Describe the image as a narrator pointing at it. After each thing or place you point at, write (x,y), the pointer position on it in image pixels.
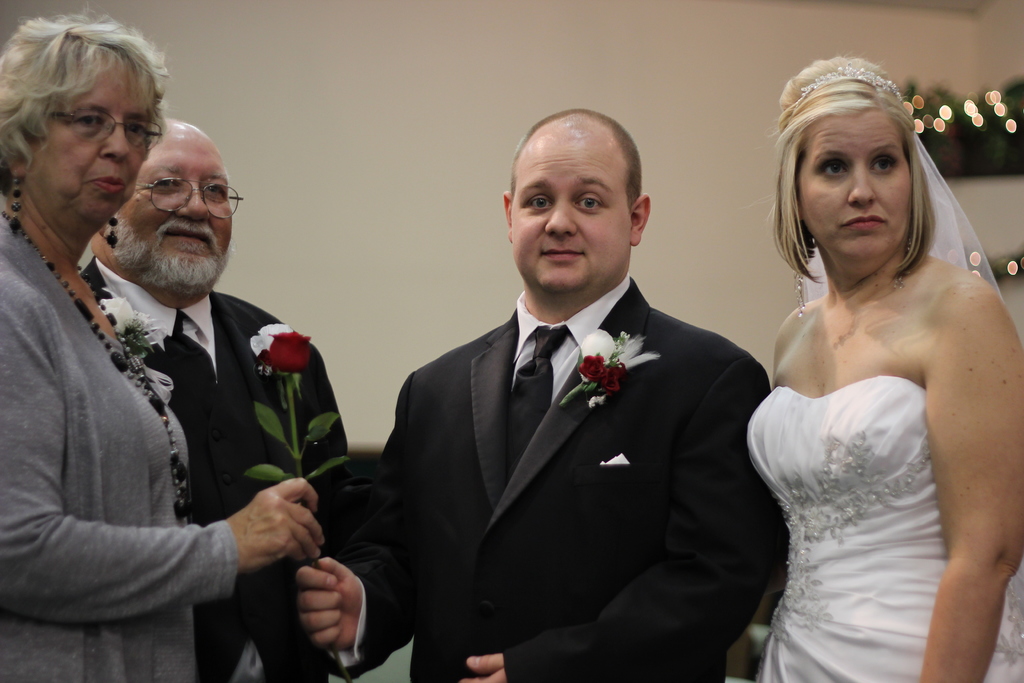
In this picture we can see some people (251,512) are standing, among them two persons (297,512) are holding flowers (294,422).
